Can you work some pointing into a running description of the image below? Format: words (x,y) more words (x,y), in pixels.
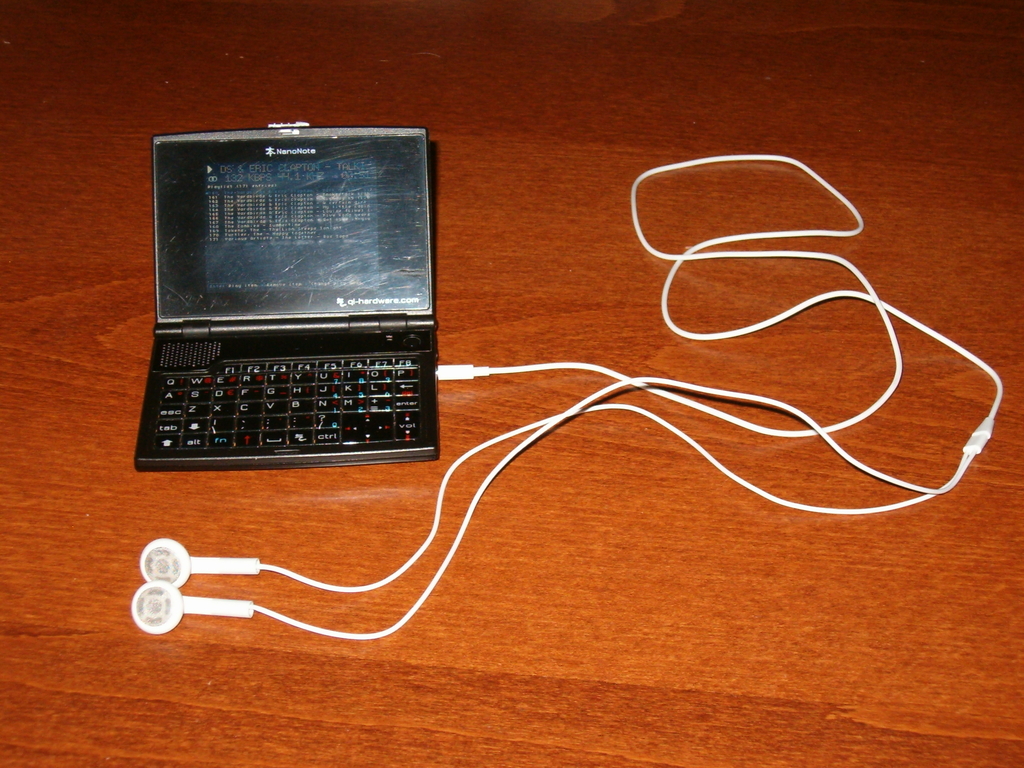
In this image I can see in the middle (393,391) it looks like a mini laptop (347,336) and earphones (168,623) are plugged into it.
